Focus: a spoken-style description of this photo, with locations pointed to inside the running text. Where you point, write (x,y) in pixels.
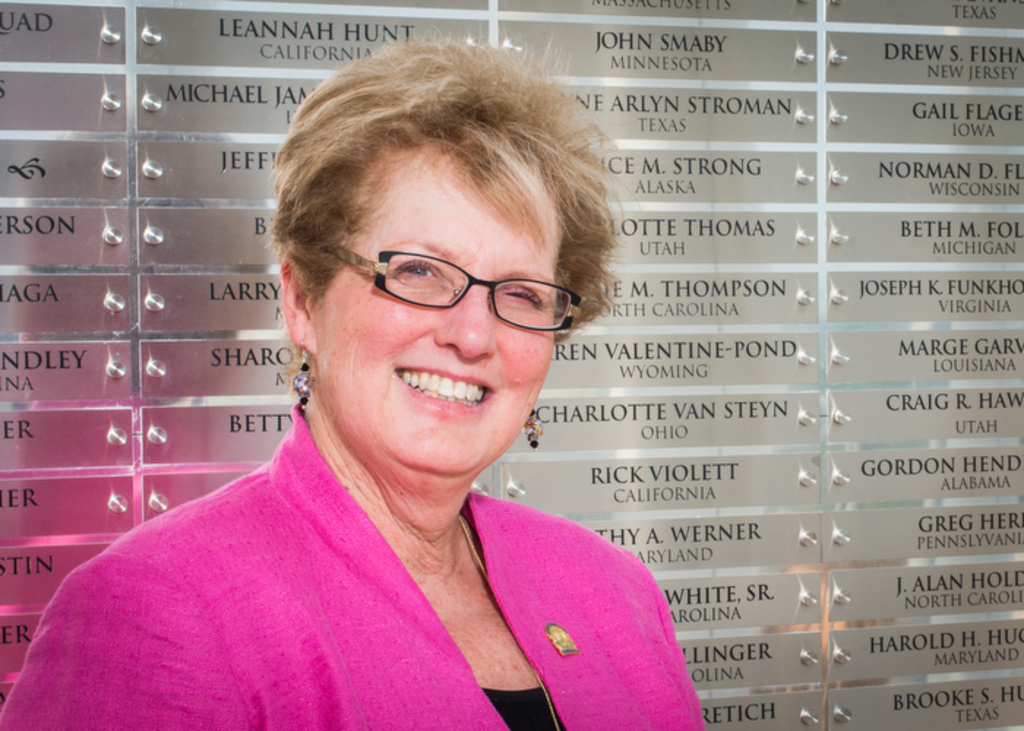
In this image there is a woman (465,437) who is smiling in the middle (431,411). The woman (431,411) is wearing the pink colour coat (333,580). In the background (640,89) it looks like it is a honor board (785,294).
